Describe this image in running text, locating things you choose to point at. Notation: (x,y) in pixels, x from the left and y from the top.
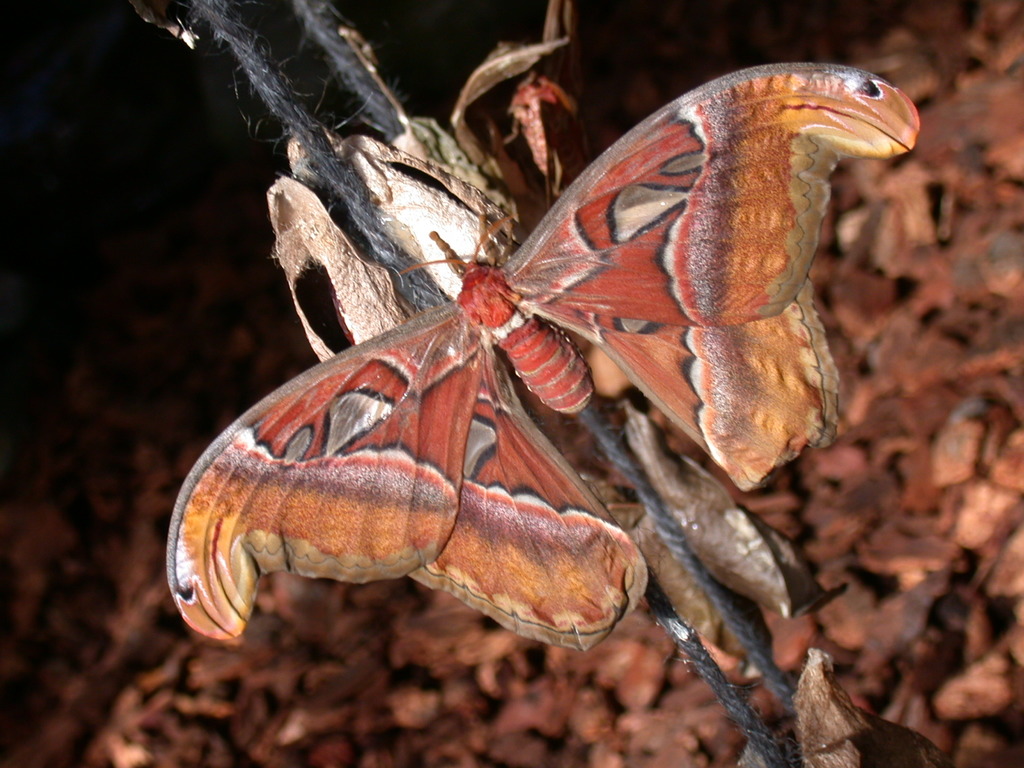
In this image we can see an insect (440,430) and objects (407,308) on the threads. In the background (441,643) the image is blur but we can see objects (318,669).
